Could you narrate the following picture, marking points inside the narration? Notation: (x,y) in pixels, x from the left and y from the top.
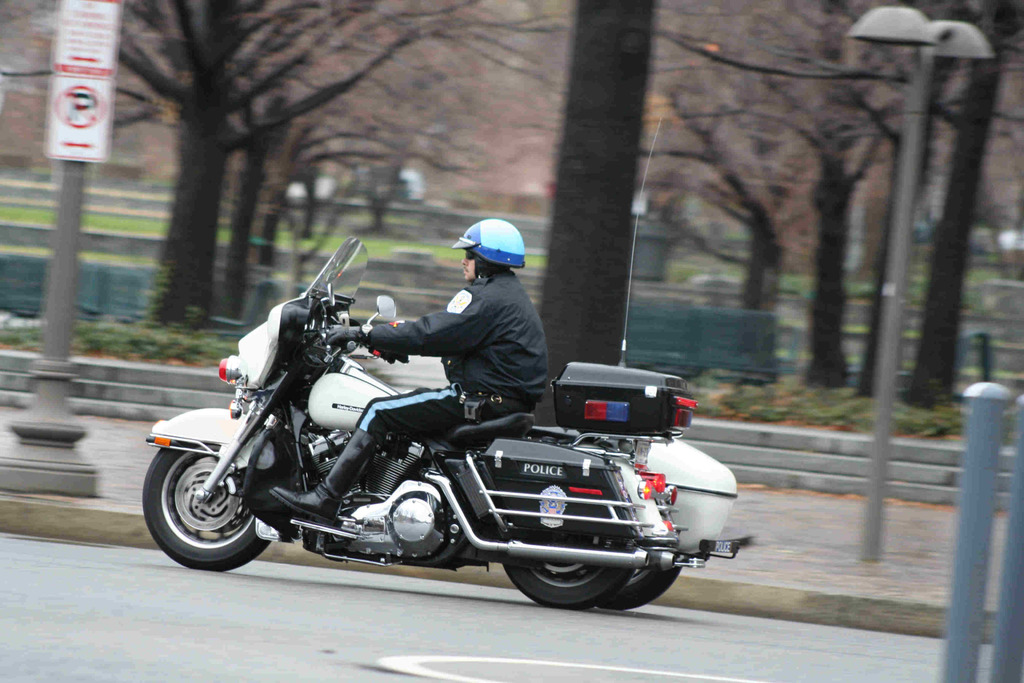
In this picture I can see the road (203,602) in front (426,629), on which I can see a man (383,417) who is sitting on the bike (392,451). In the middle of this picture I can see the path (896,531) on which there are poles (75,214) and on the left pole (68,162) I can see a board (90,89) on which there is something written. In the background (204,227) I can see number of trees (712,152).
